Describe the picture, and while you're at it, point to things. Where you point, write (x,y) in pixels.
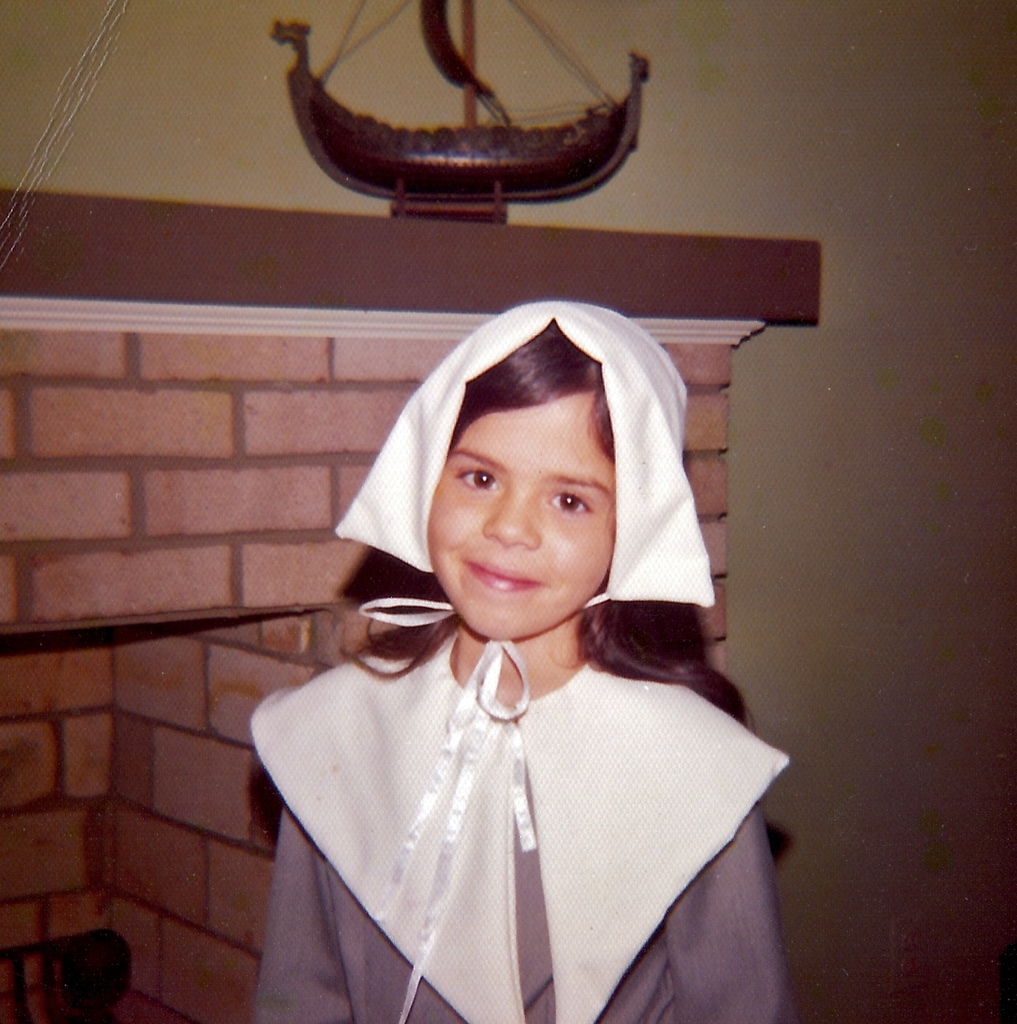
This image consists of a girl (641,728). She is standing. There is a toy boat (589,181) at the top (400,174).
